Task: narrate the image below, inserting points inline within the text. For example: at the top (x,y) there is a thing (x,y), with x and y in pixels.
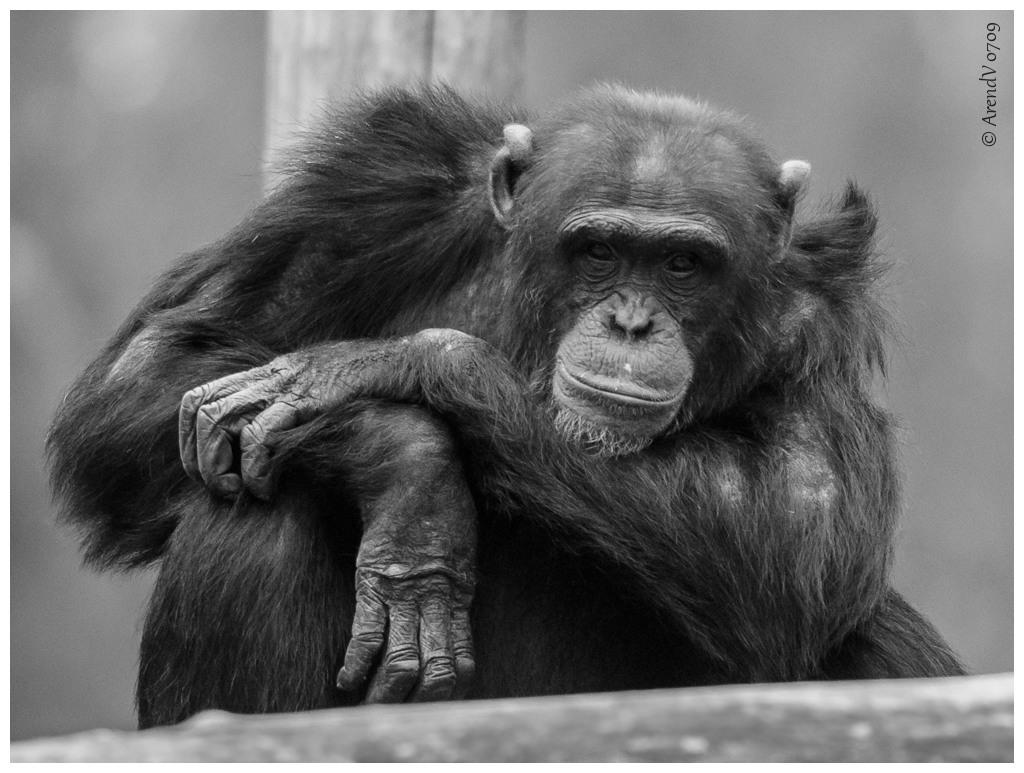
In this picture we can see a chimpanzee (603,260) here, there is a blurry background (868,112) here, at the right top (1001,28) we can see some text (994,92).
